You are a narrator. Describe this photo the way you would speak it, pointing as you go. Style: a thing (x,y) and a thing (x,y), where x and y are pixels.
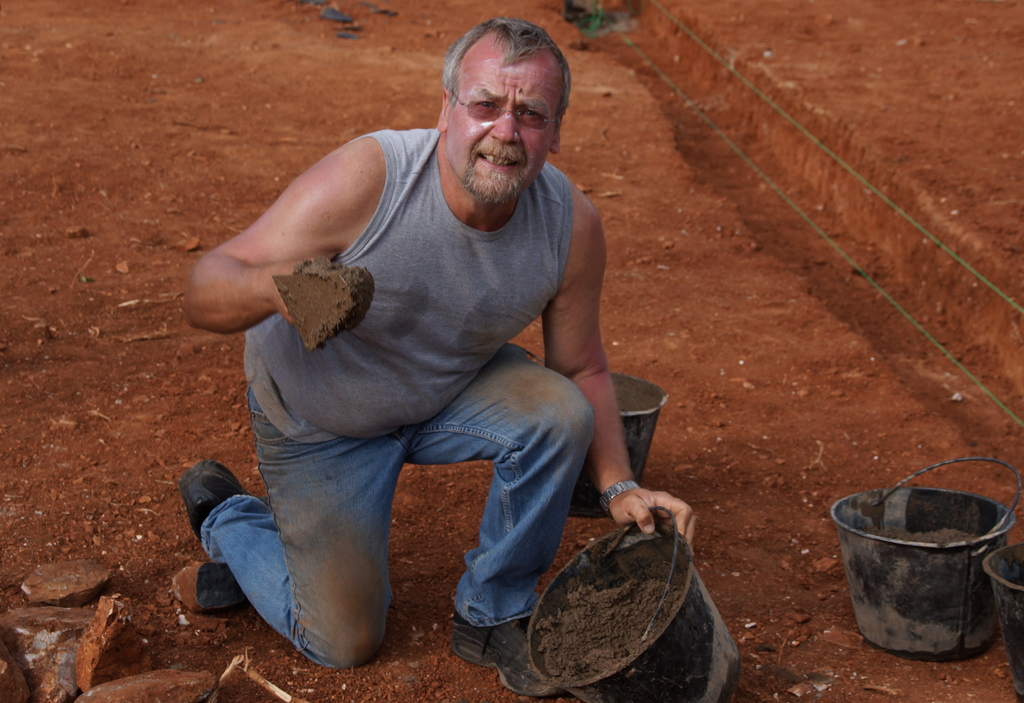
In this image I can see a person (412,265) wearing grey and blue colored dress (402,328) and black colored shoes (470,628) is on the ground (460,524) and holding a bucket (666,678) in his hand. I can see few buckets (910,592), few rocks (57,587) and the ground (119,661).
